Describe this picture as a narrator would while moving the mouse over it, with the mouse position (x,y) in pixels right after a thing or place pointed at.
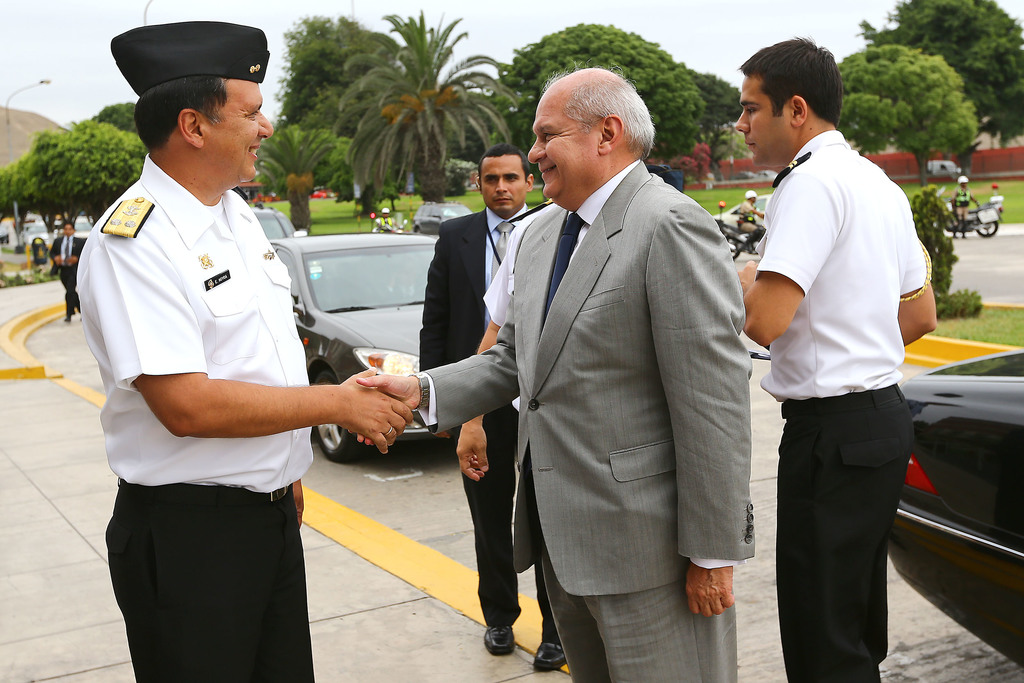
There is a group of persons (514,449) standing at the bottom of this image (473,507). We can see cars (371,259), trees (91,188) and vehicles (338,323) in the background (370,319) and the sky (369,0) at the top of this image (486,31).
